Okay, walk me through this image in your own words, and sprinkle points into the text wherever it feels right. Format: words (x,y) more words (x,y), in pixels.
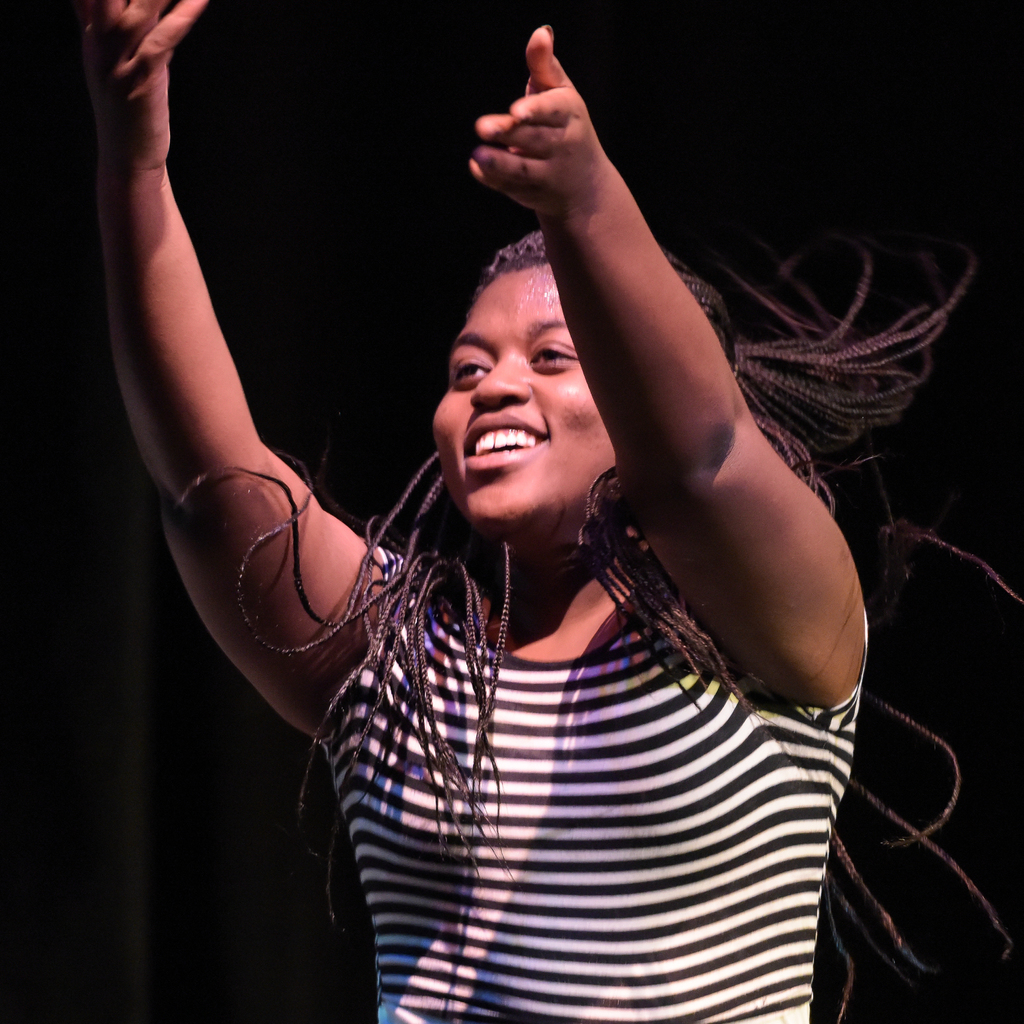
In this image in the center (507,638) there is a woman (528,676) standing and smiling.
